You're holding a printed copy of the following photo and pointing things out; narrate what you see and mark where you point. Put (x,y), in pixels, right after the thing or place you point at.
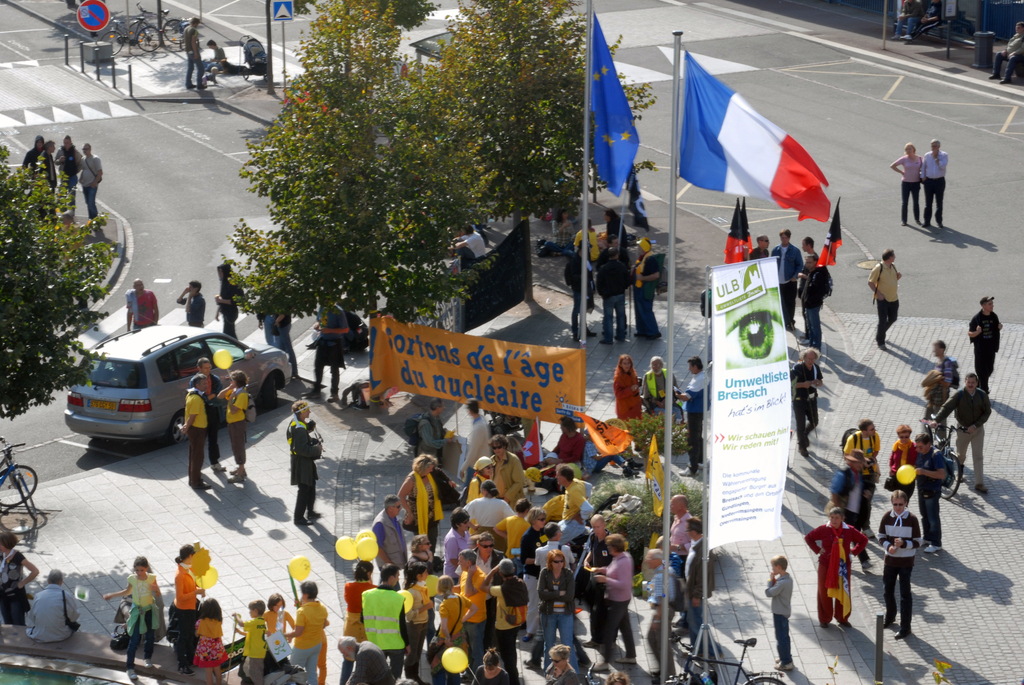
In this image we can see a group of persons (562,630), banners (742,444) and poles (673,316) with flags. In the foreground (529,465) we can see few persons (699,374) holding objects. Behind the persons (344,673) we can see trees (415,308). On the left side (177,368), we can few people (14,574) and a vehicle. At the top (209,78) we can see few persons (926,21) and sign boards (278,16). On the top right (918,8), we can see few persons (913,25).
